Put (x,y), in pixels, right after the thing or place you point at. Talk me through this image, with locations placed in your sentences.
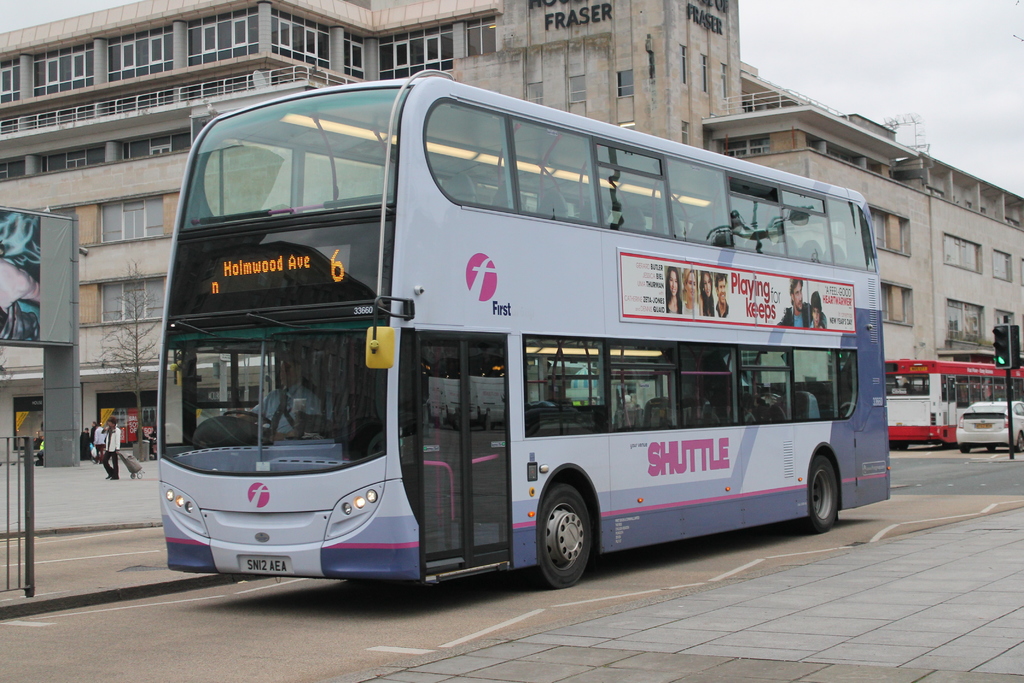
In the center of the image (583,233) there is a bus (259,258) on the road (677,571). In the background of the image (561,62) there are buildings (114,153). There are people (101,433) walking. To the right side of the image (916,380) there are vehicles (892,430). There is a traffic signal (996,341). At the top of the image (933,36) there is sky (860,39).
